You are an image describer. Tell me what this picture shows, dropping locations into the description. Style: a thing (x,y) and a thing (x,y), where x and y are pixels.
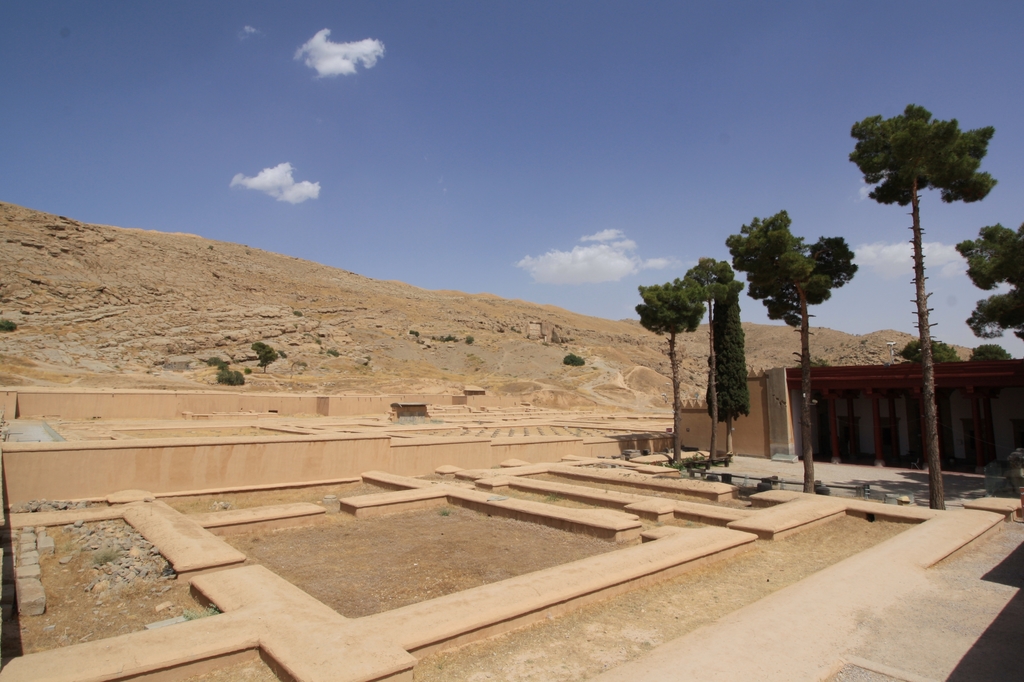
In this image we can see brown color stone foundation (502,593). Behind there are some huge trees (750,264). In the background (308,360) we can see huge mountain (166,286).
